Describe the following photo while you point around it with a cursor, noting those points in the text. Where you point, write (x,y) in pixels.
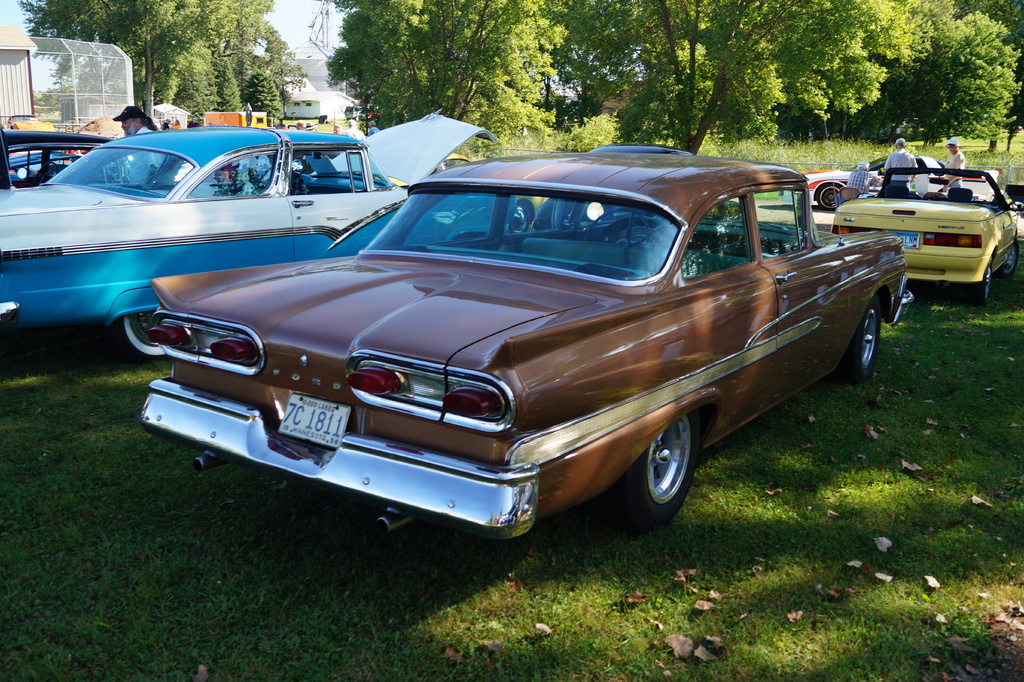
In this image there are some cars (566,254) and some people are standing, at the bottom (178,507) there is grass (958,524) and in the background (392,88) there are trees (386,47), buildings (18,64), tower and poles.
